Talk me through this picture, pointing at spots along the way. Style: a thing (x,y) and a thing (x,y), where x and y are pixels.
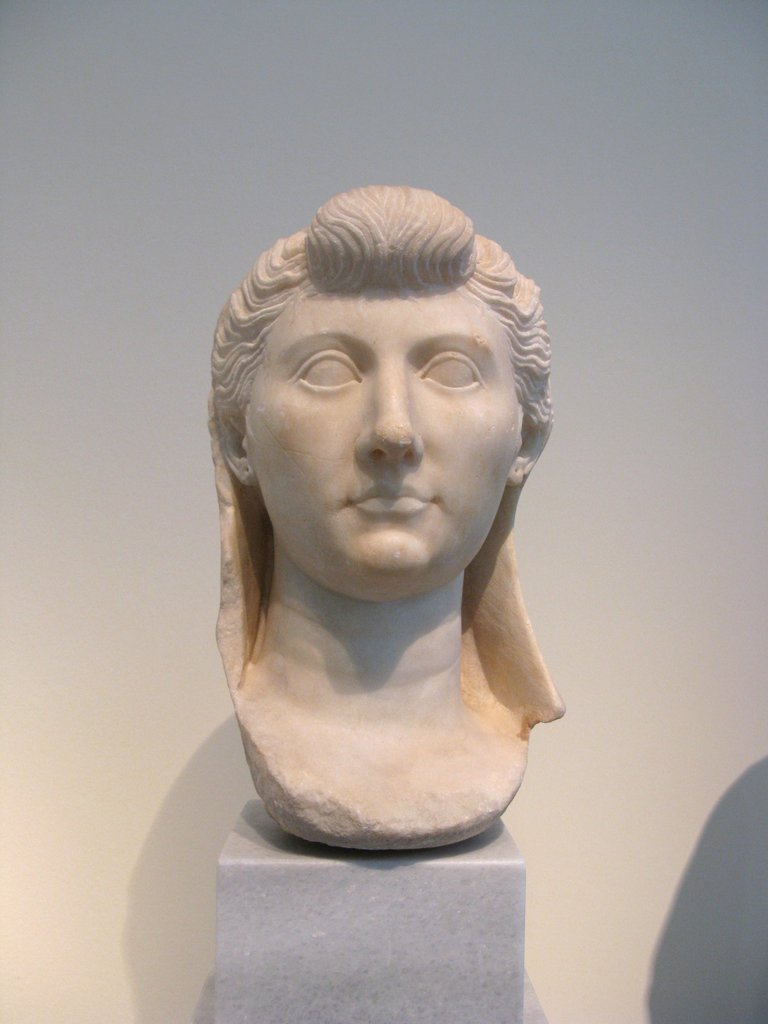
In this picture we can see the sculpture (399,711) of a person's head (421,648). Behind the sculpture (391,645) there is a wall (57,353).
